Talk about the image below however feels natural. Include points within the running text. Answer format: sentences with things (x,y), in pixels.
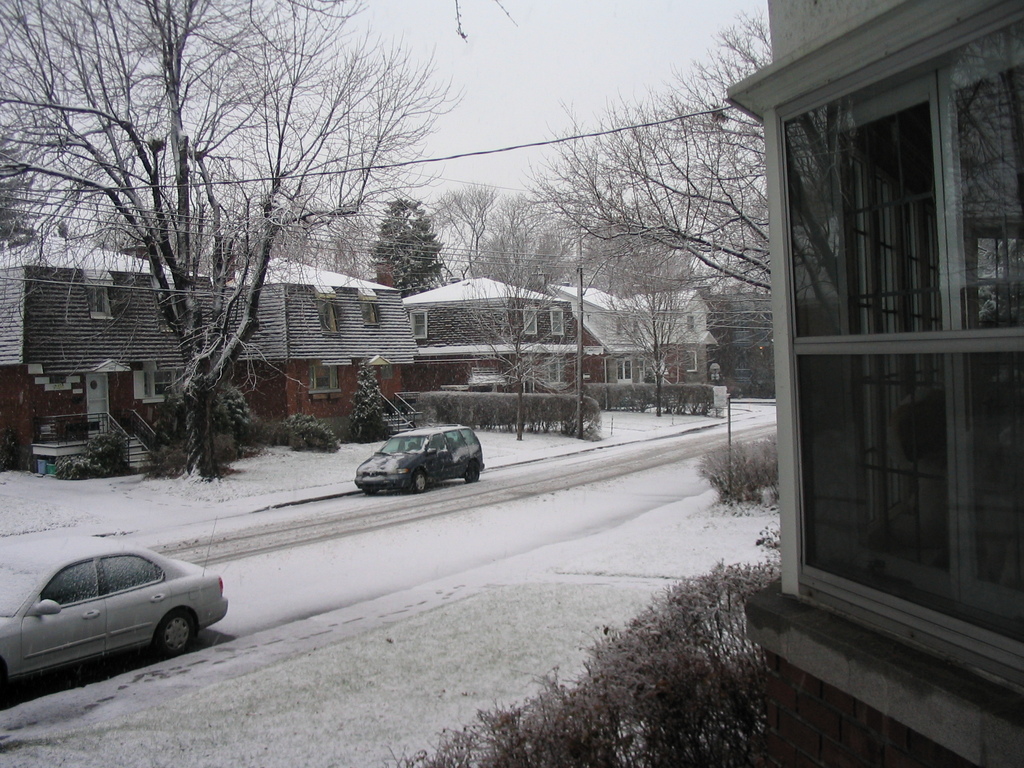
In this picture I can see number of houses (29,310) and I see the road (271,519) in the middle of this picture (473,498) on which there are 2 cars (431,446) and I see the white snow (335,512) and I can see the plants (107,461), trees (177,31), wires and a pole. In the background (478,16) I see the sky (262,128).
